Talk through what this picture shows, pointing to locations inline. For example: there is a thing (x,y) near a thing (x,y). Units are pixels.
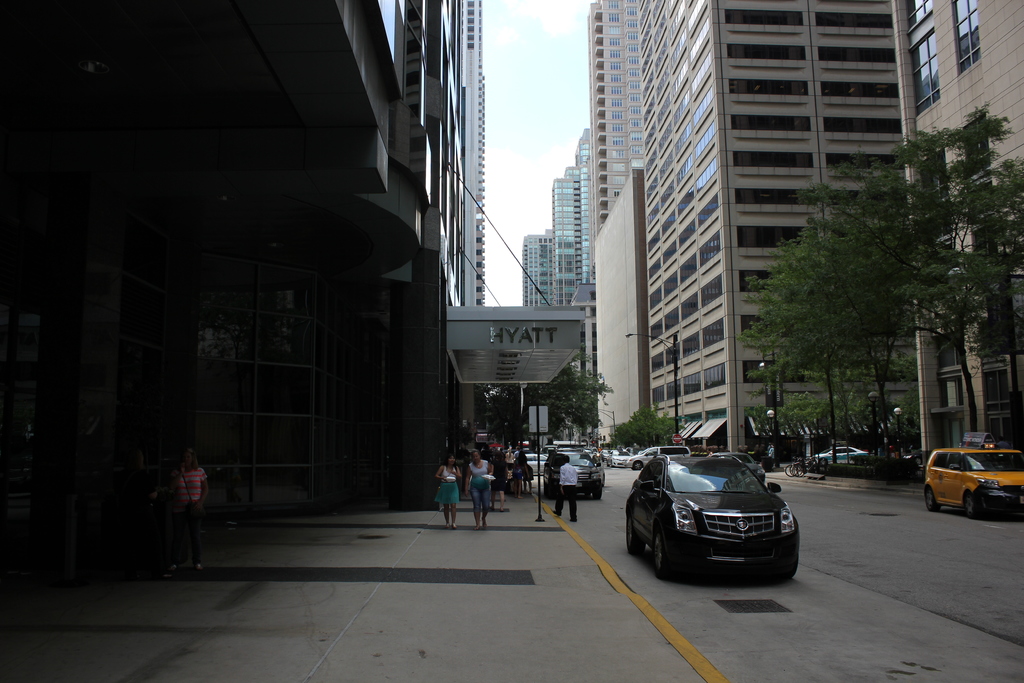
This is an outside view. Here I can see few cars (763,471) and people (515,456) on the ground (416,650). On the left side (194,512) few people (440,497) are walking on the footpath (340,623). On the right side (913,328) there are few trees (890,277). In the background (630,203) there are buildings (483,147). At the top of the image (511,108) I can see the sky (498,158).
